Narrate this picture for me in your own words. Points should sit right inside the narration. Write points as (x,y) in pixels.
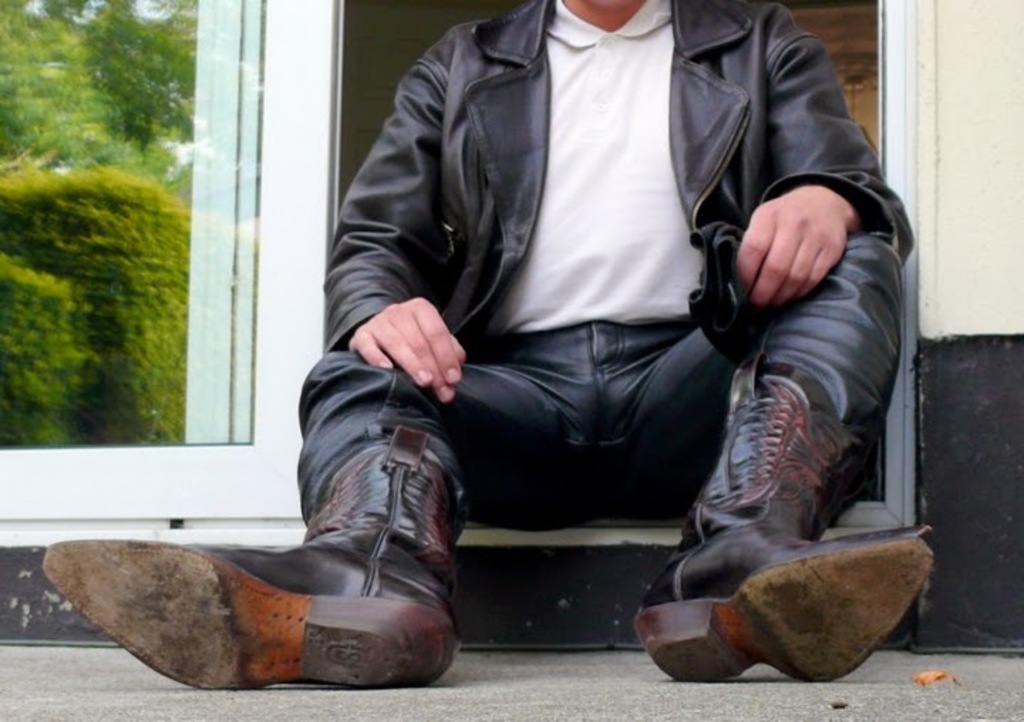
In this image we can see a person (712,373). We can see the reflection (106,197) of trees (78,123) on the glass (153,267) at the left side of the image (153,298).
